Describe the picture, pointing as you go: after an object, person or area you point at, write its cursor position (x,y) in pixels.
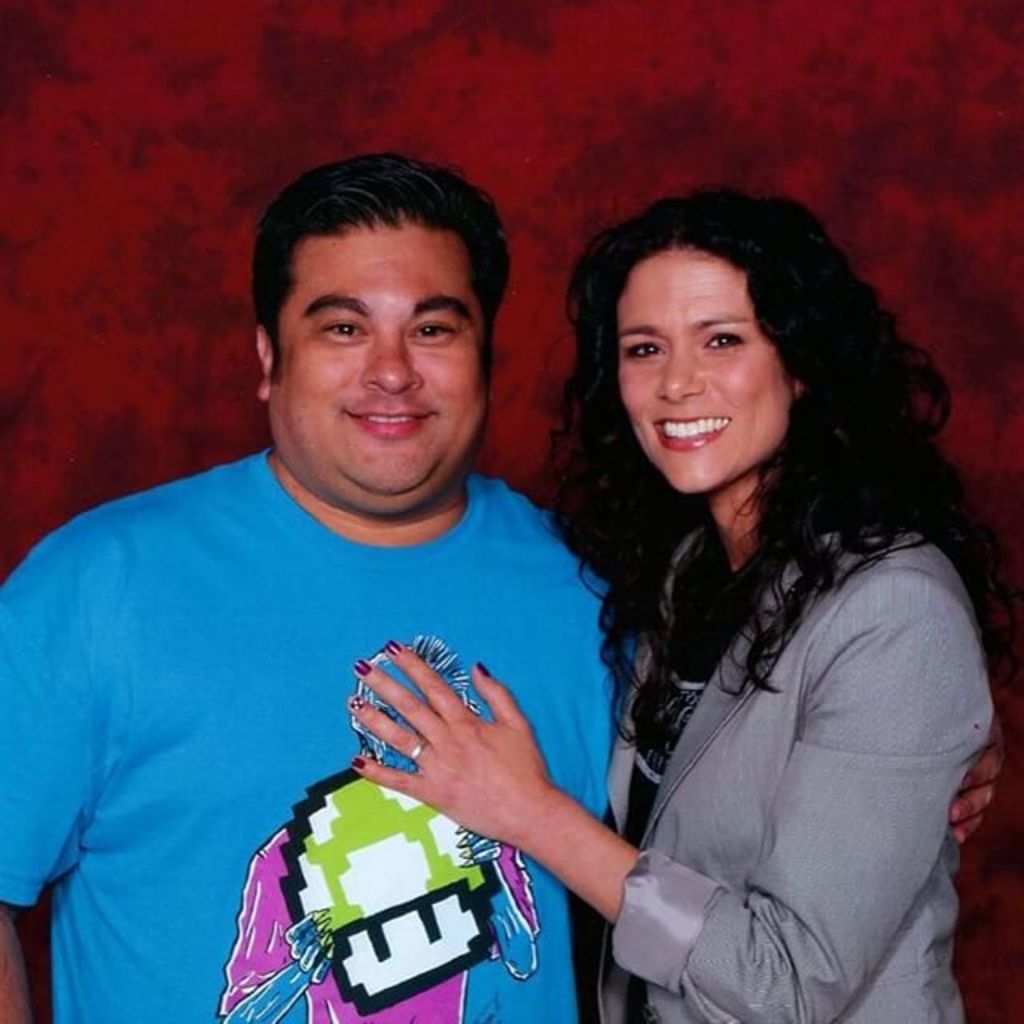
In this image we can see a man (454,610) and a woman (636,524) holding each other.
